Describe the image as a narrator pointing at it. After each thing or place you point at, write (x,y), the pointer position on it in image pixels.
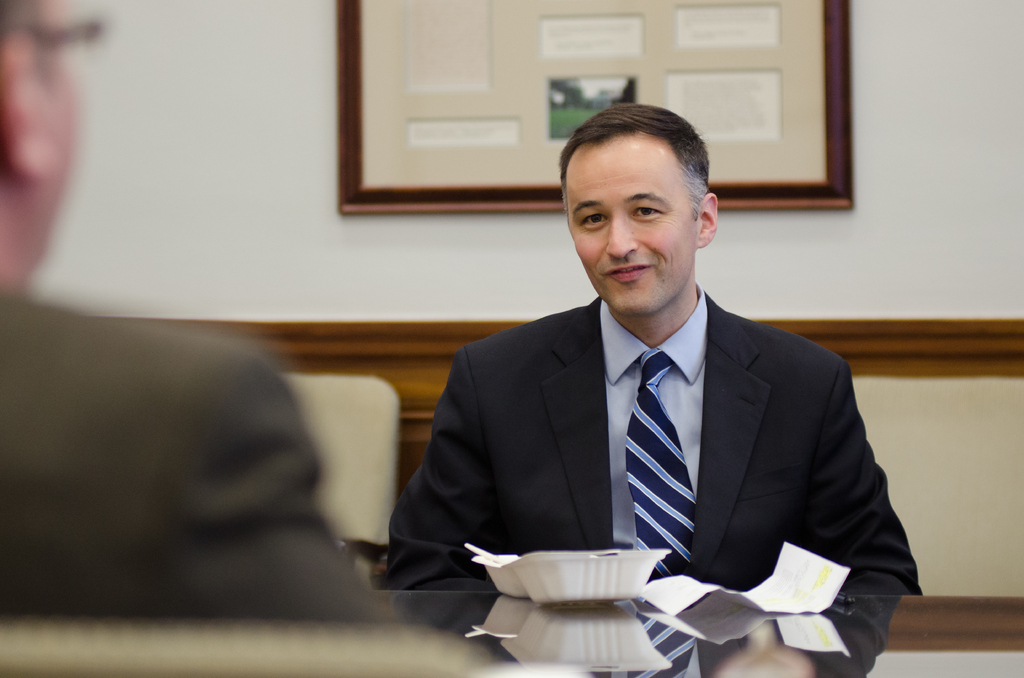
In this image there are two persons (625,457). There is a paper (680,600), bowl (525,579) and spoon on the table (697,610). At the back (399,115) there is a frame (465,34) on the wall (273,130). At the right (962,485) and at the left (310,376) there are chairs (857,398).
